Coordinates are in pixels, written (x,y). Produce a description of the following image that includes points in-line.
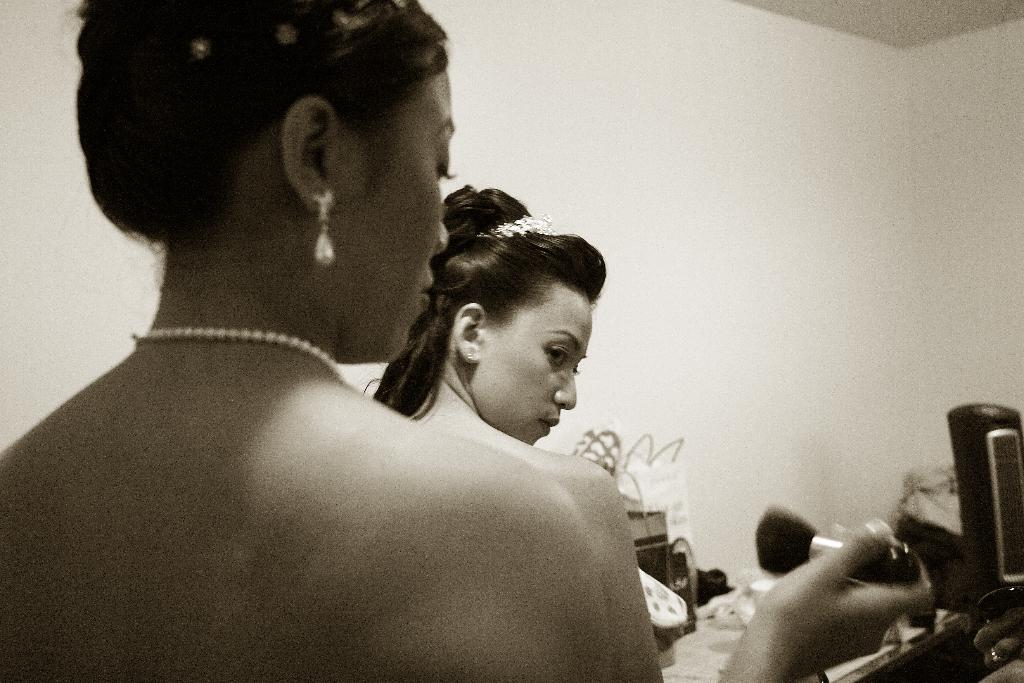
This is a black and white picture, there are two persons (165,609), there is a person (884,596) holding a makeup brush (787,519), there are bags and some other objects (923,671), and in the background (726,211) there is a wall (700,238).
